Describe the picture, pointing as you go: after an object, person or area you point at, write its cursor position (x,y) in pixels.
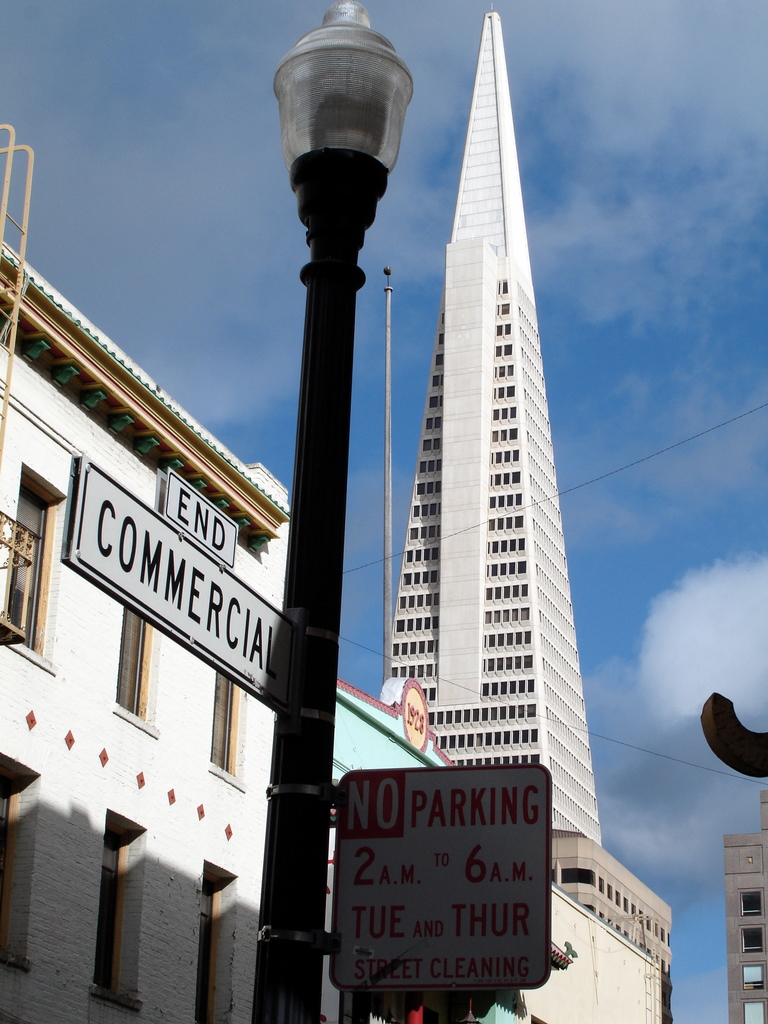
In this picture we can see some buildings (438,446), sign boards (447,822) and street lamps (383,129) to the pole (323,686).
